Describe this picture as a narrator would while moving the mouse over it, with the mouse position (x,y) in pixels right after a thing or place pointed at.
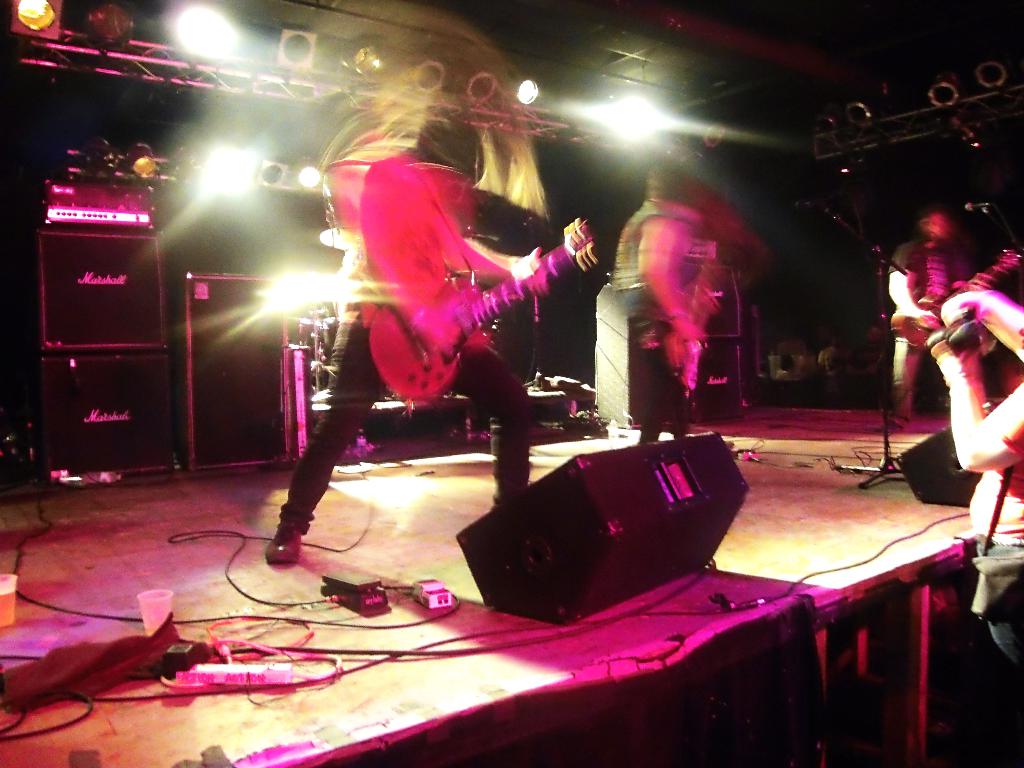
This picture shows a few people (957,264) performing on the dais (39,747) and we see few of them holding guitars (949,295) in their hands (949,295) and we see a human (956,319) standing and we see speakers (940,454) on the floor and drums (325,339) on the back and we see lights (611,130) to the roof (581,96).
